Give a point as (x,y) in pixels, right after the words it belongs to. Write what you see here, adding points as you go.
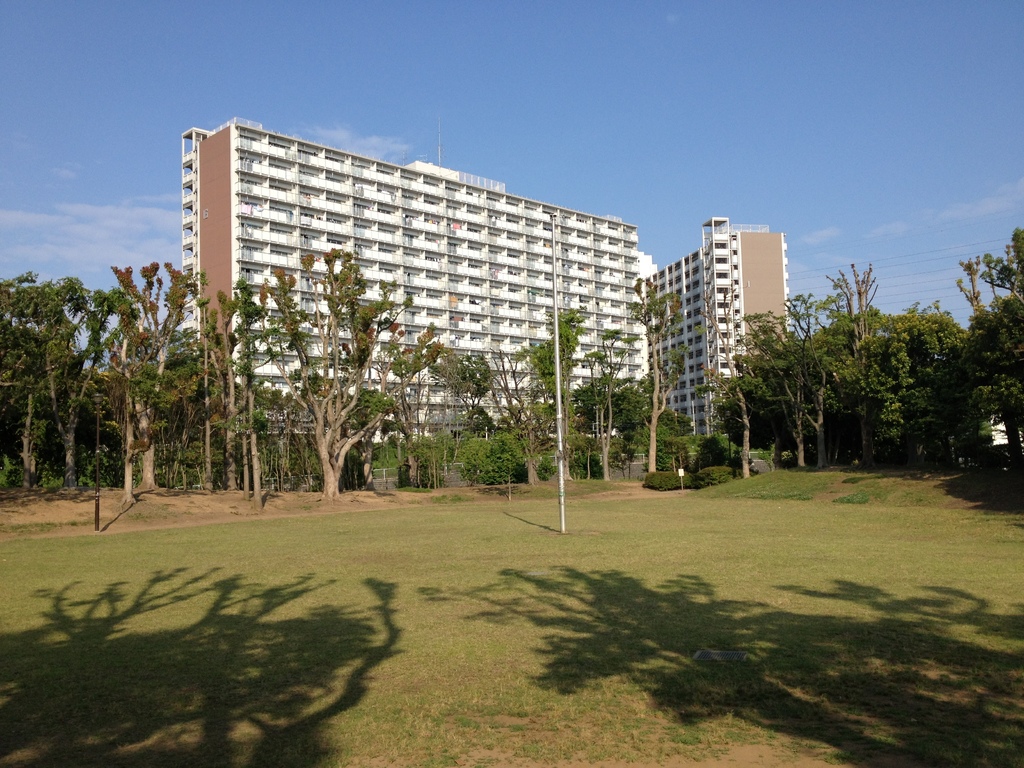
In the foreground of this image (584,677), there is grassland (599,675), shadows (266,678) of trees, a pole (559,443) and few trees (370,447). In the background (400,252), there are buildings (616,234), sky (443,105) and the cloud (120,245).
